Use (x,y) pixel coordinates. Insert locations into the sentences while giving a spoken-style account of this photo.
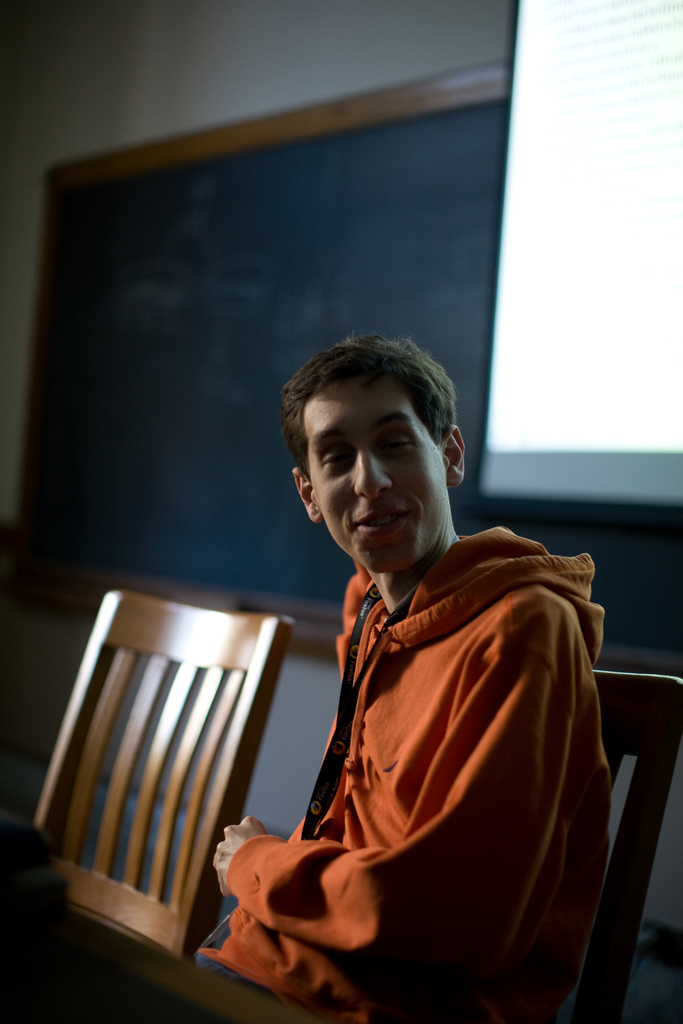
In this image, we can see a person (506,643) wearing clothes (450,818) and sitting on the chair (621,710). There is an another chair (118,761) in the bottom left of the image (103,764). There is a board (252,219) in the middle of the image (309,583). There is a screen (581,251) in the top right of the image (603,169).
